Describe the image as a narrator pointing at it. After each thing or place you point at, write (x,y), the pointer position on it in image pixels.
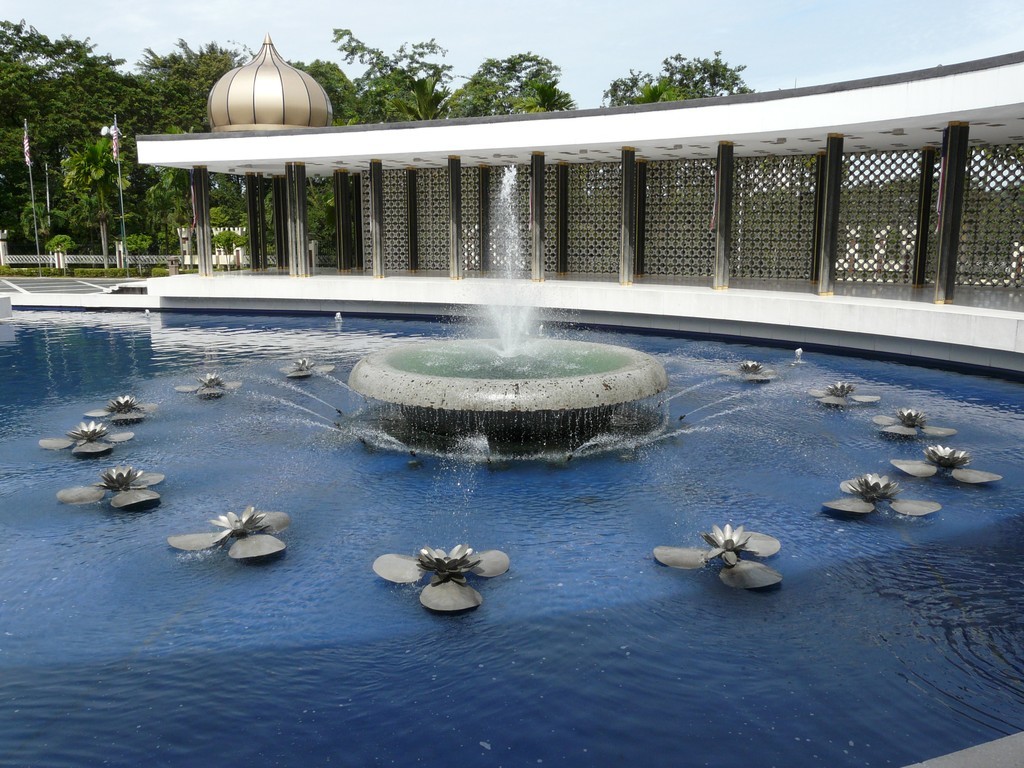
In this image, in the middle (512,285), we can see a fountain (569,369) which is filled with water (807,396). On the right side (940,298), we can see some pillars (342,245). In the background (2,200), we can see some flags (29,163), trees (157,207). At the bottom (714,663), we can see water (473,621) and some flowers (399,580).
